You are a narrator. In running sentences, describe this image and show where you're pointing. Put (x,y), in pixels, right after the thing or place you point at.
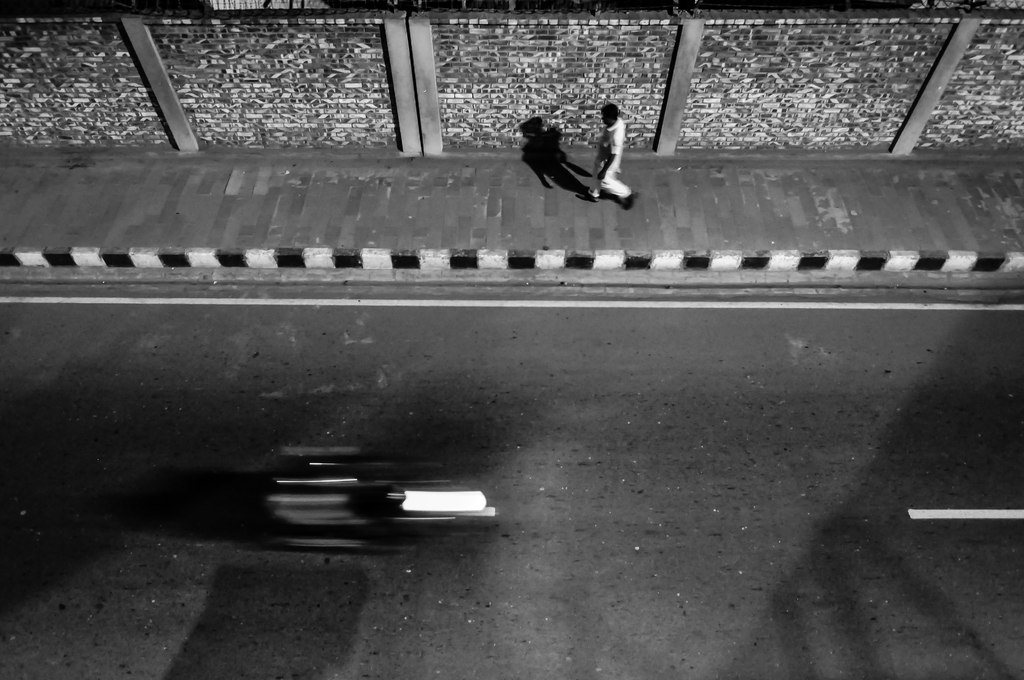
In the center of the image (481,228) a man (621,148) is walking on a footpath (531,200). At the top of the image (485,112) wall (490,138) is there. At the bottom of the image (497,528) road (441,542) is there.
